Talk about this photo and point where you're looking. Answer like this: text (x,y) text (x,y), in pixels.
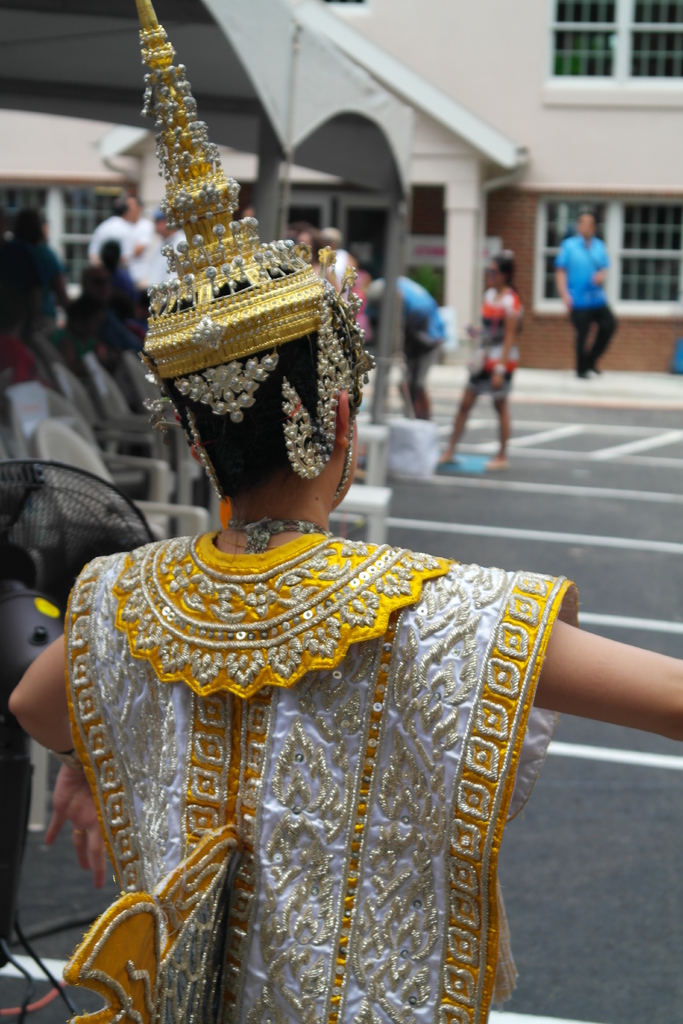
In this picture there is a man (299,807) wearing gold and white costume (350,670) with golden crown (211,272) standing on the road (490,508). On the left side (102,392) there are some chairs (162,454). In the background (416,165) there is a brown color building (500,191) with glass windows (67,272).
